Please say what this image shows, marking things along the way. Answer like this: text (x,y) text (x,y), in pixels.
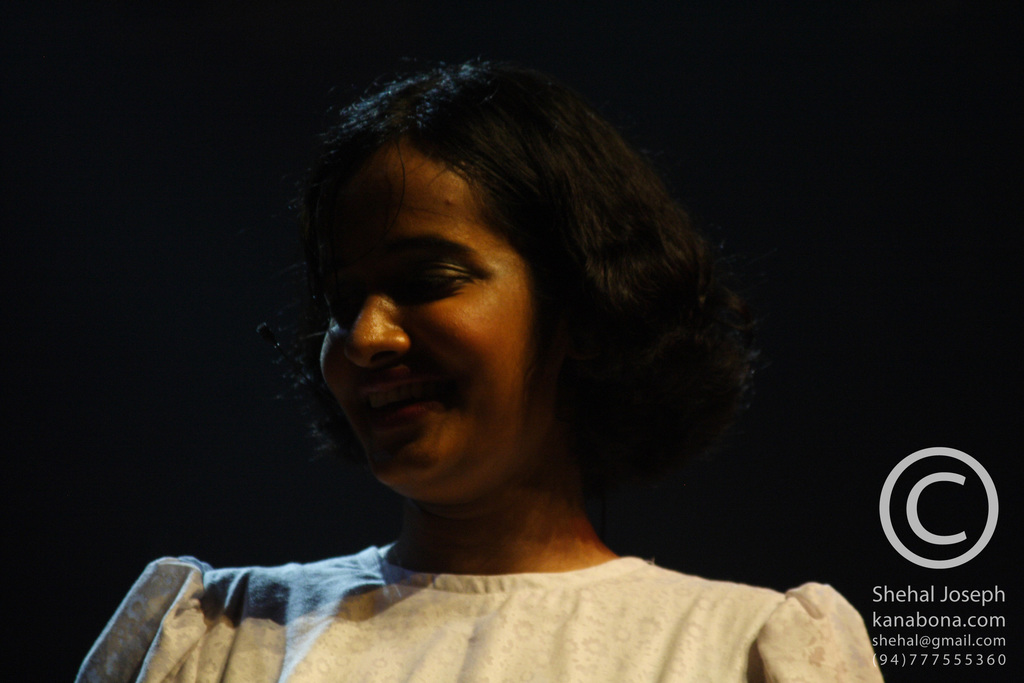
In this picture we can see one girl (428,501).
